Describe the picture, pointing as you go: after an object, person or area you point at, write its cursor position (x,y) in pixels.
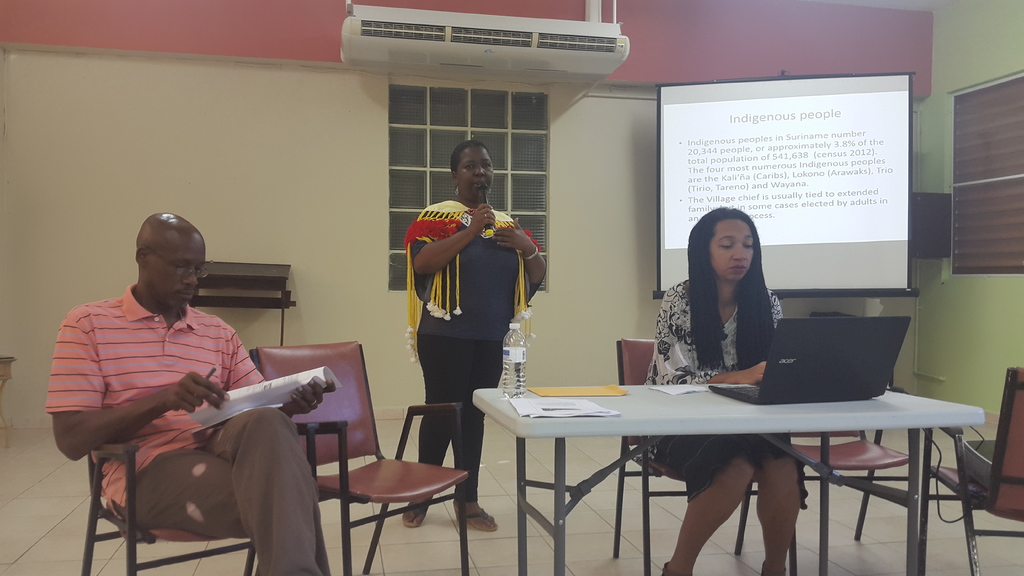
This picture shows a woman (498,222) standing and speaking with the help of a microphone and we see a man (87,311) seated on the chair (131,486) and holding papers (319,370) in his hand (318,384) and we see woman (740,380) seated and working on the laptop (799,400). we see a water bottle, papers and laptop (885,361) on the table (510,423). and we see few empty chairs (457,463) and we see a projector screen (774,210) on the right side (696,195).
